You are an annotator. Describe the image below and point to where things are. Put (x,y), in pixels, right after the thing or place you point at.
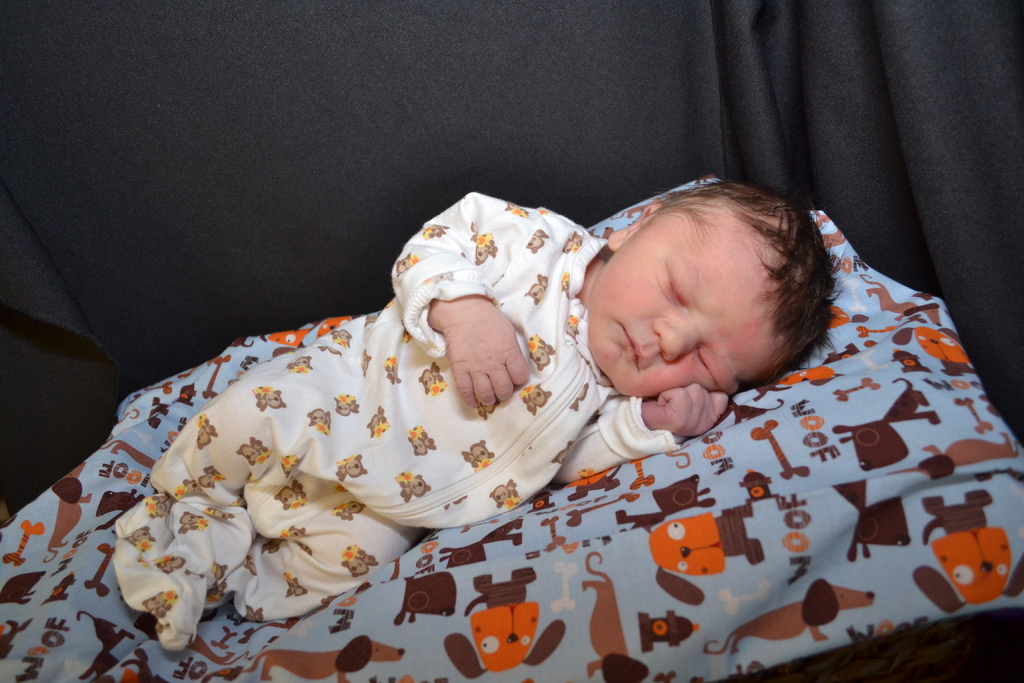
In the picture we can see a baby (352,565) sleeping on the bed (840,537) and behind the baby (376,560) we can see a black color curtain (397,240).
